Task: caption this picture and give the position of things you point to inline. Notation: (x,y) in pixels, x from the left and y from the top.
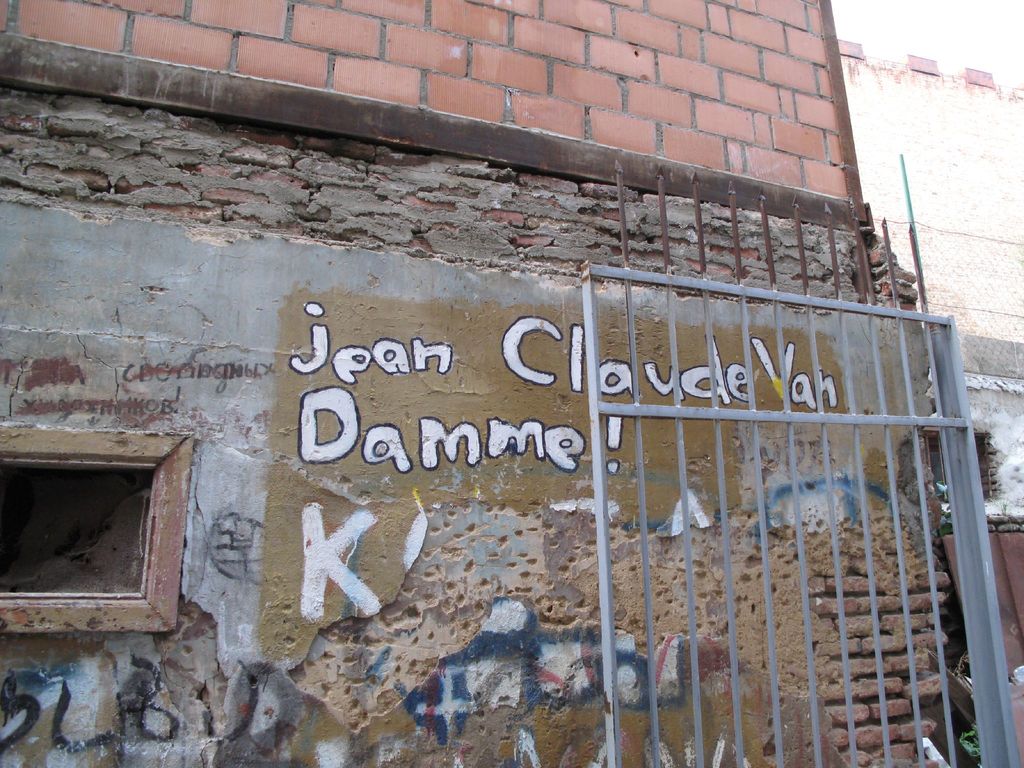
In this picture there is a building (519,169) in the center of the image (542,335) and there is a gate (900,322) on the right side of the image (788,385).
